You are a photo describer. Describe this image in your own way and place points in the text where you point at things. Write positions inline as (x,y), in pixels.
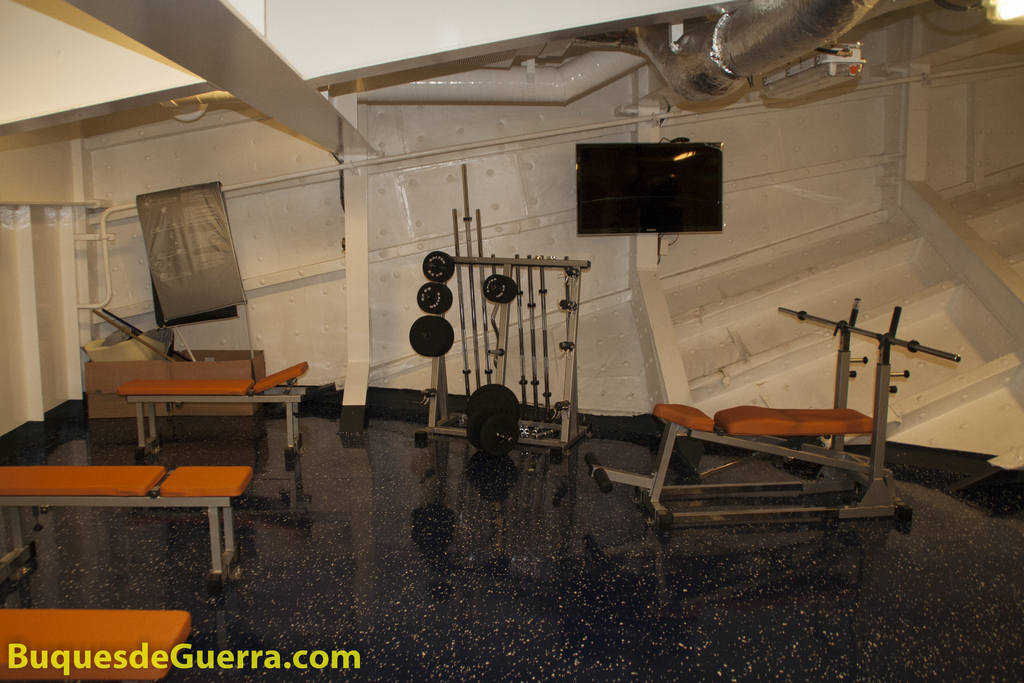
In the foreground of this picture (232,398), there are gym equipment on the floor (369,567). In the background (79,253), there is a wall (52,216), television (648,173), pipes (670,81) and lights (822,68).
